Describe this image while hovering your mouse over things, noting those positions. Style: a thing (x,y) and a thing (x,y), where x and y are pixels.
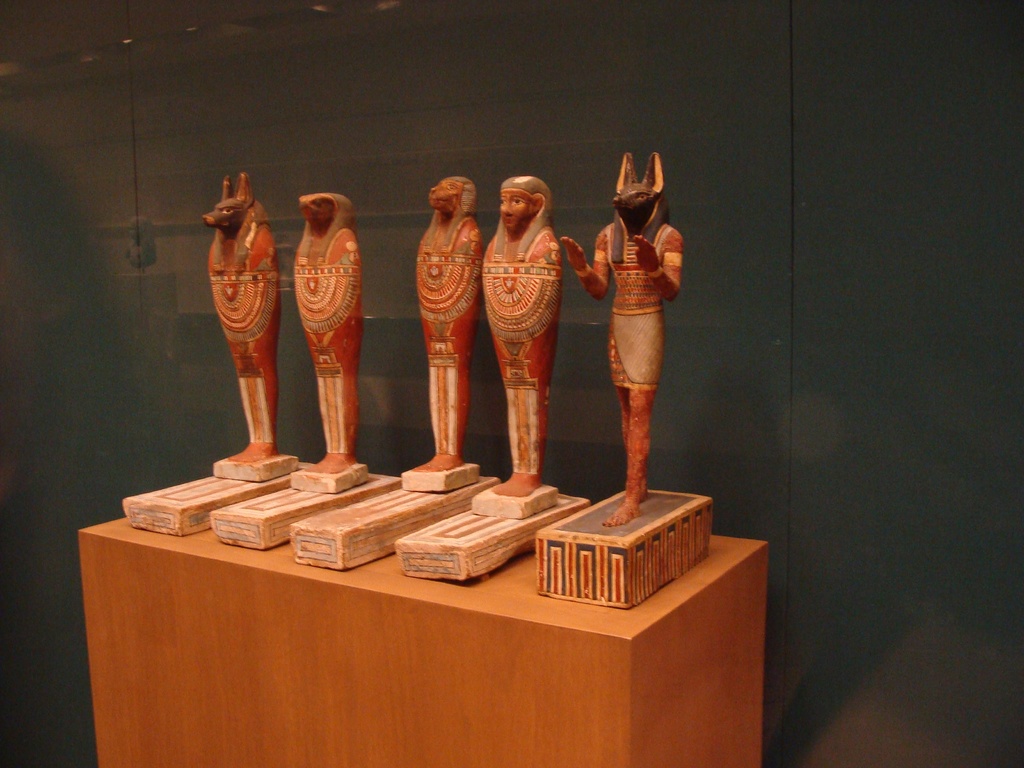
In the image in the center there is a table (323,647). On the table (295,609), we can see boxes (228,512). On the boxes (629,597), we can see the sculptures (443,326). In the background (640,123) there is a wall (274,130).
